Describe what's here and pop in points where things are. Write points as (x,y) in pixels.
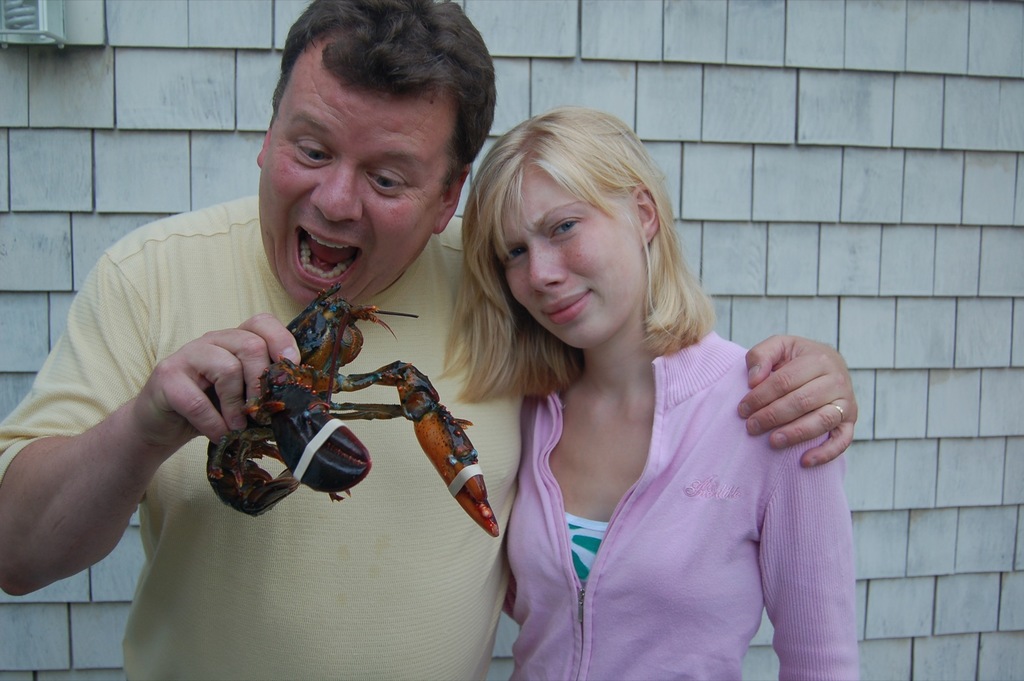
In this picture there is a person (395,519) wearing yellow T-shirt (310,529) is holding a lobster (295,413) in one of his hand (229,421) and placed his other hand (782,383) on a woman (745,382) standing beside him and there is a shingle wall (723,33) in the background (834,198).
